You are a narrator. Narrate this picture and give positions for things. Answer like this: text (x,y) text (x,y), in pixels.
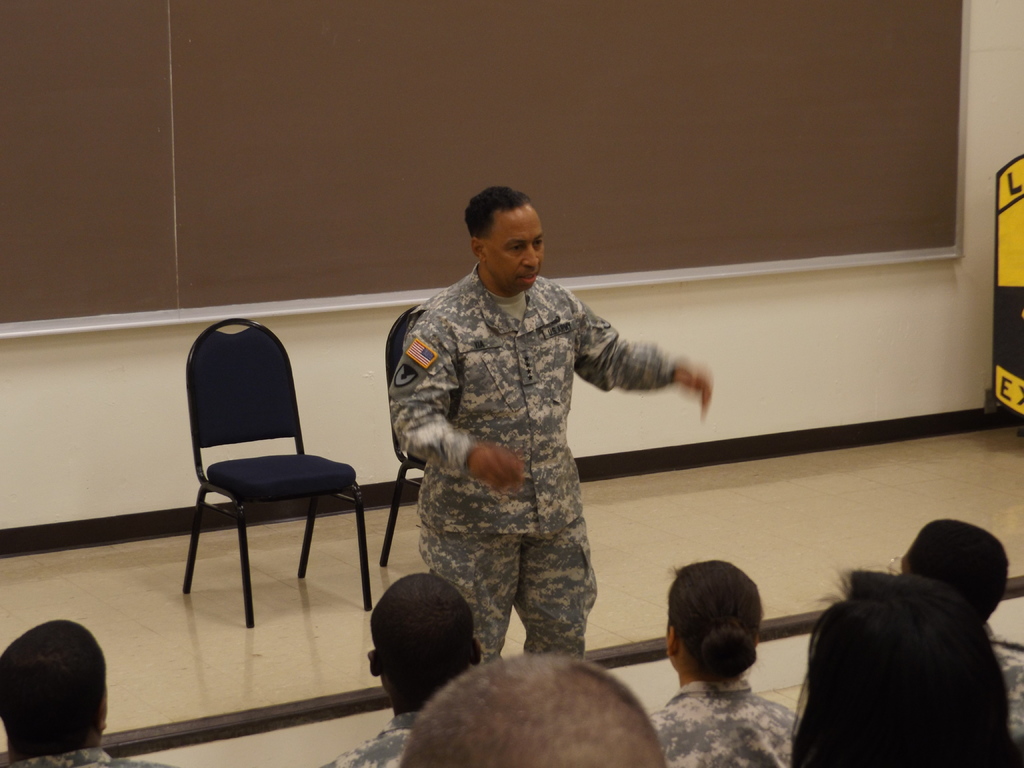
The person (515,348) is standing and speaking and there are group of people (871,688) in front of him and there are two chairs (250,357) behind.
